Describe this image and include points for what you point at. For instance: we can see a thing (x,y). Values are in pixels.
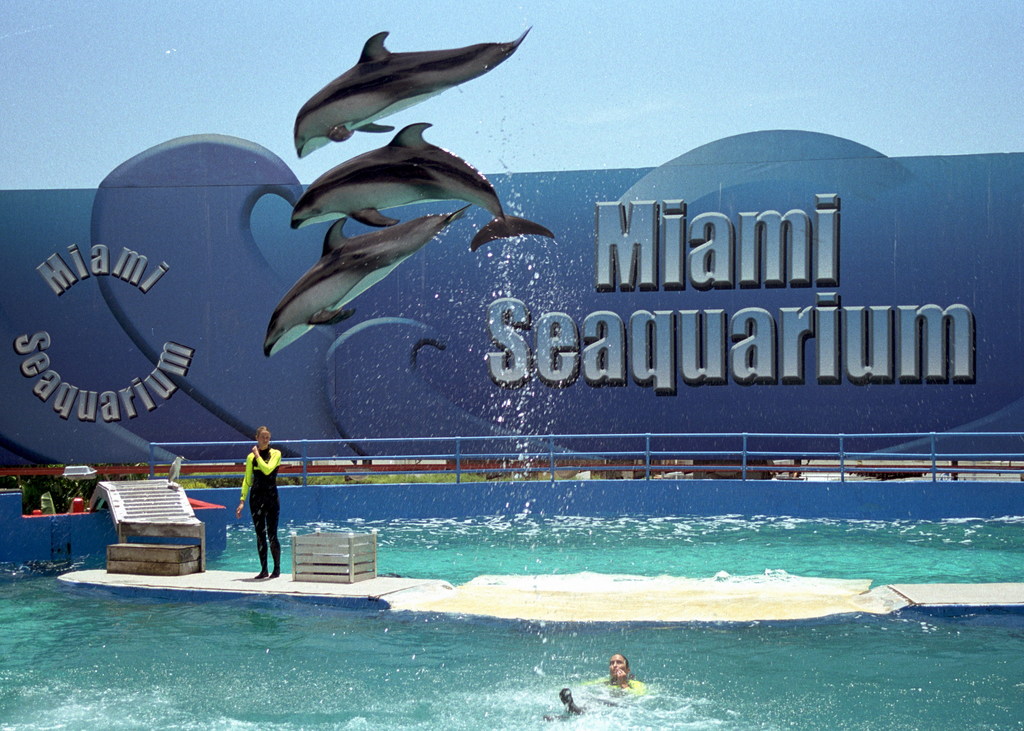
In this image I can see a person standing wearing black and green color dress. I can also see the other person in the water (640,626), background (869,384) I can see a board (439,249) and few dolphins (317,320). The board (406,367) is in blue color and the sky (543,87) is also in blue color.
